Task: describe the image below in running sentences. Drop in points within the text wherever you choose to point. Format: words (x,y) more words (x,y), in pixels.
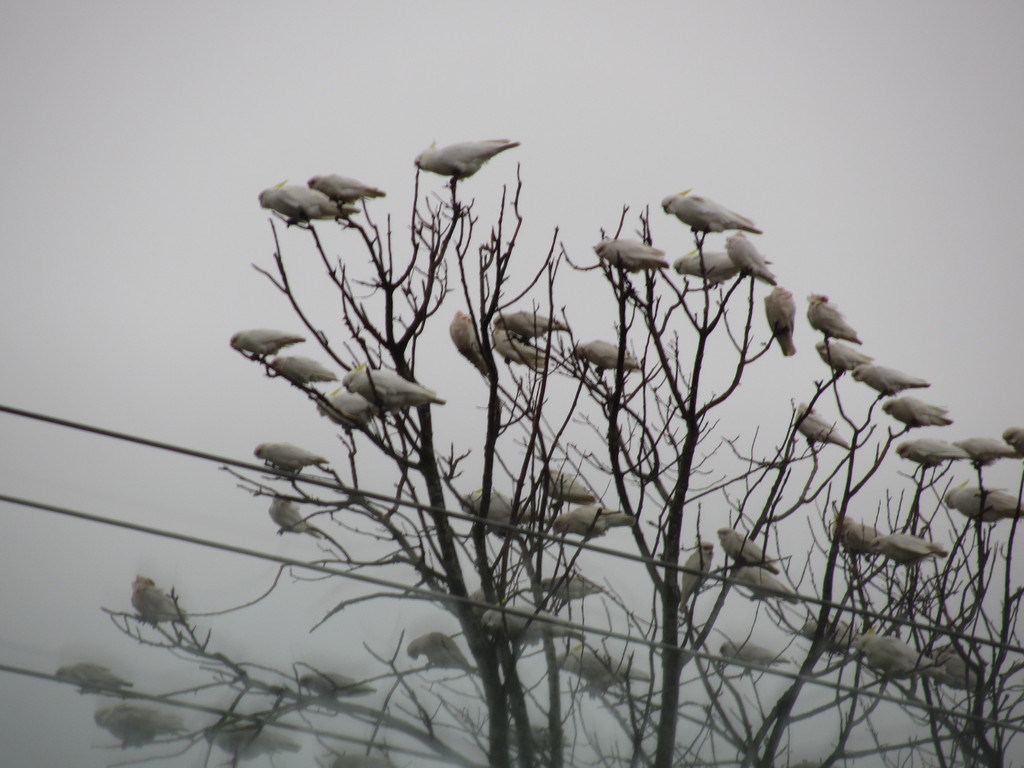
In this image there are birds (819,436) on the trees (678,666). Bottom of the image (229,550) there are wires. Background (21,103) there is sky (556,175).
